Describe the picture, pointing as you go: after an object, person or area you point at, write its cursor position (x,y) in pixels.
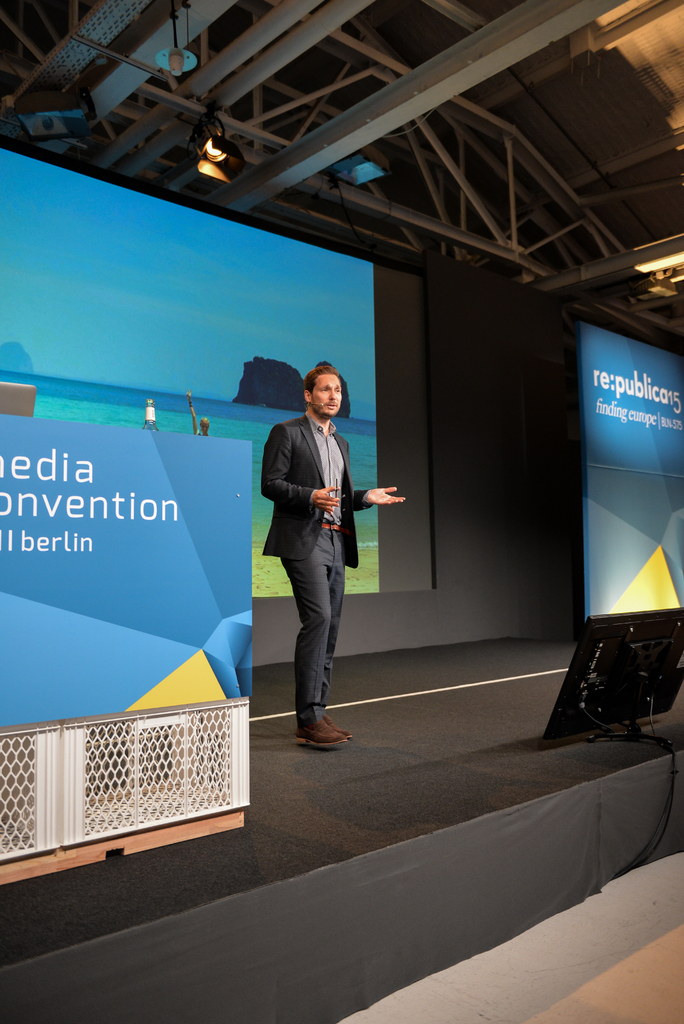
In this image there is a man (322,525) standing on the stage (356,780). In front of him there is a screen (616,672). In the background (302,356) there is a projector (348,339). At the top (290,137) there is ceiling (278,117) with the lights (227,143). On the left side (142,574) there is a hoarding (20,545).
